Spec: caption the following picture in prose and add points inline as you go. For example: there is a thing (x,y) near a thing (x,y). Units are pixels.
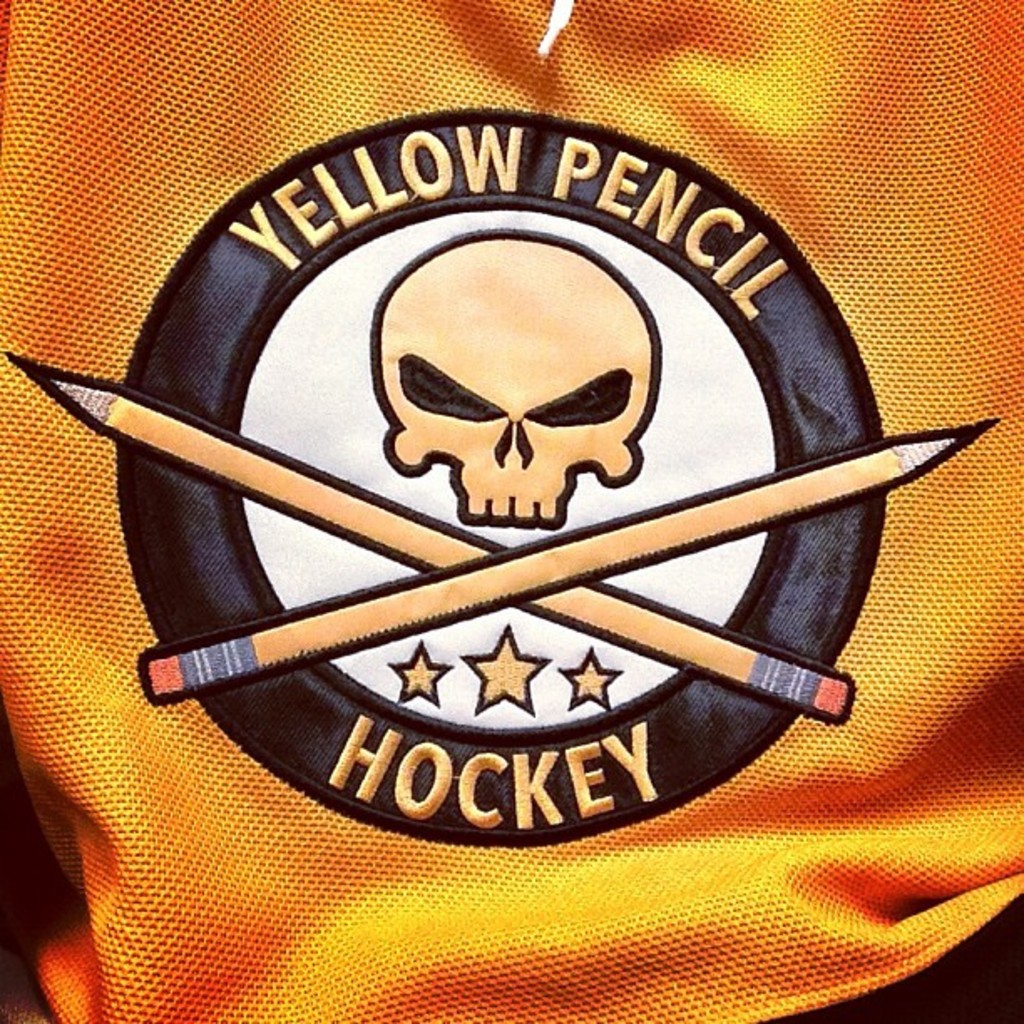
There is a picture (518,291) on an yellow color object (745,781) which has yellow pencil hockey written on it.
